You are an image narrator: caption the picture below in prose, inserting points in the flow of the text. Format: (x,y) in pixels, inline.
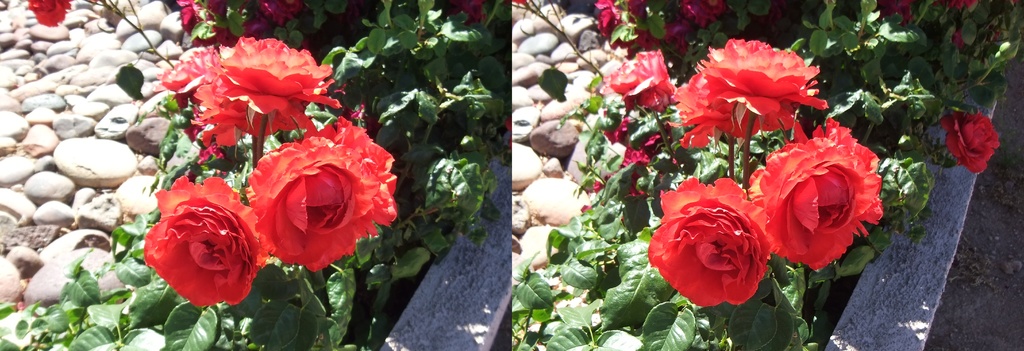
In the picture we can see two images in it, we can see a plant (304,334) with roses (815,131), flowers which are red in color and beside the plant (710,320) we can see some stones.
